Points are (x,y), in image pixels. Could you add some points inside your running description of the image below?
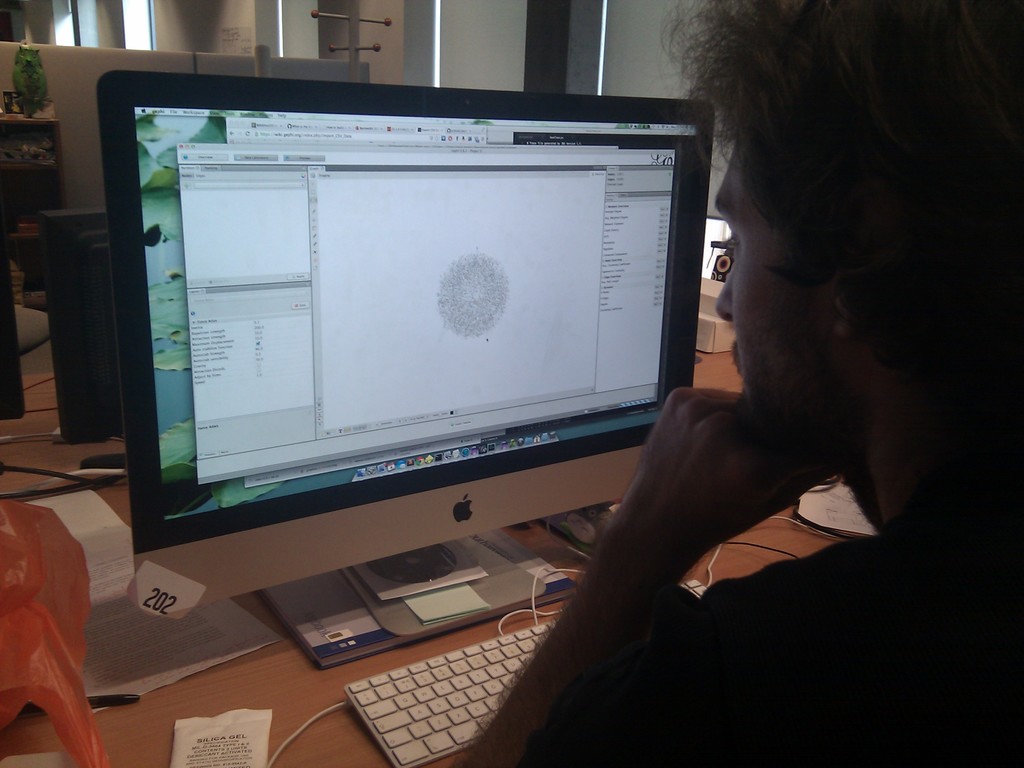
In this image there is a man (926,392) leaning on a table (413,651) and staring at a computer (204,376). On the desk (271,706) there are some papers (135,647), covers (60,636), wires (56,481) and a pen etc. In the background (255,56) there are shelves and wall (577,29).
